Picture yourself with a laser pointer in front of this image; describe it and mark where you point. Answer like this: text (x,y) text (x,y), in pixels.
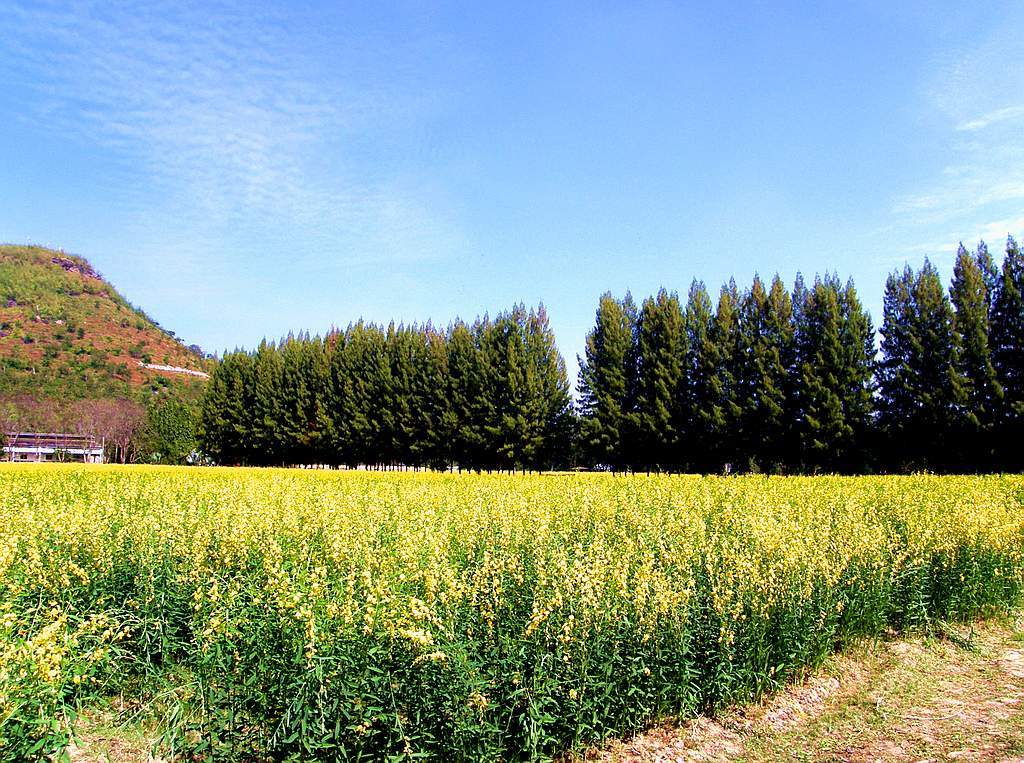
In this image there are plants (314,559) on the ground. Behind them there are trees (562,405). In the background (118,353) there is a mountain (57,336). There are plants (82,368) on the mountain (90,377). At the top (540,113) there is the sky (473,203).
